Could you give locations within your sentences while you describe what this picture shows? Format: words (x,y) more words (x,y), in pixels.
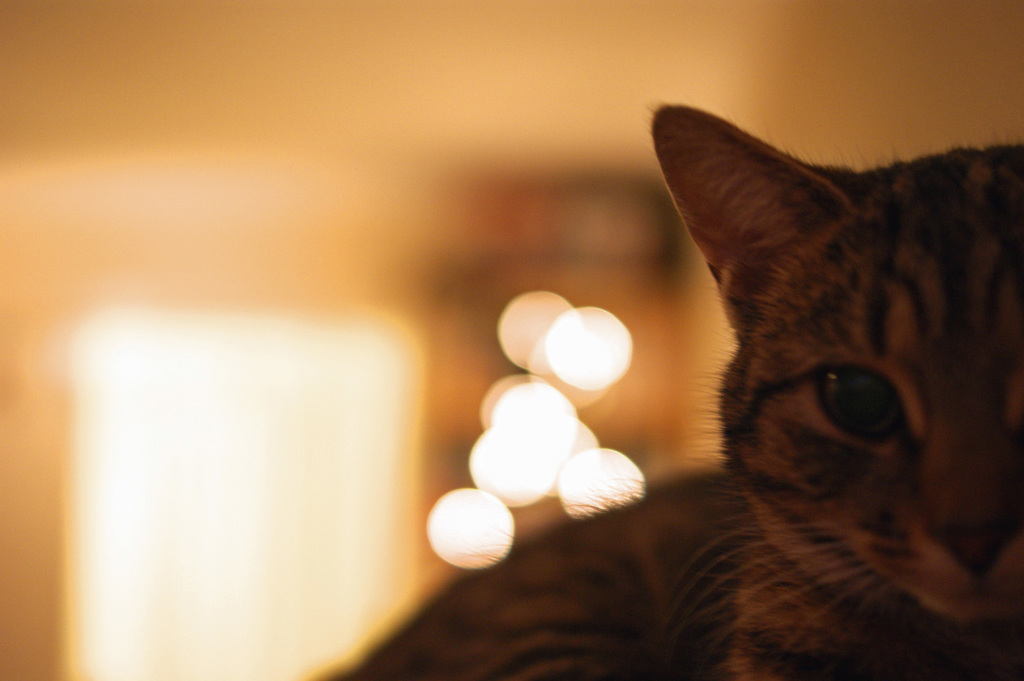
In this image, we can see a cat (760,544). Background (97,557) there is a blur view.
